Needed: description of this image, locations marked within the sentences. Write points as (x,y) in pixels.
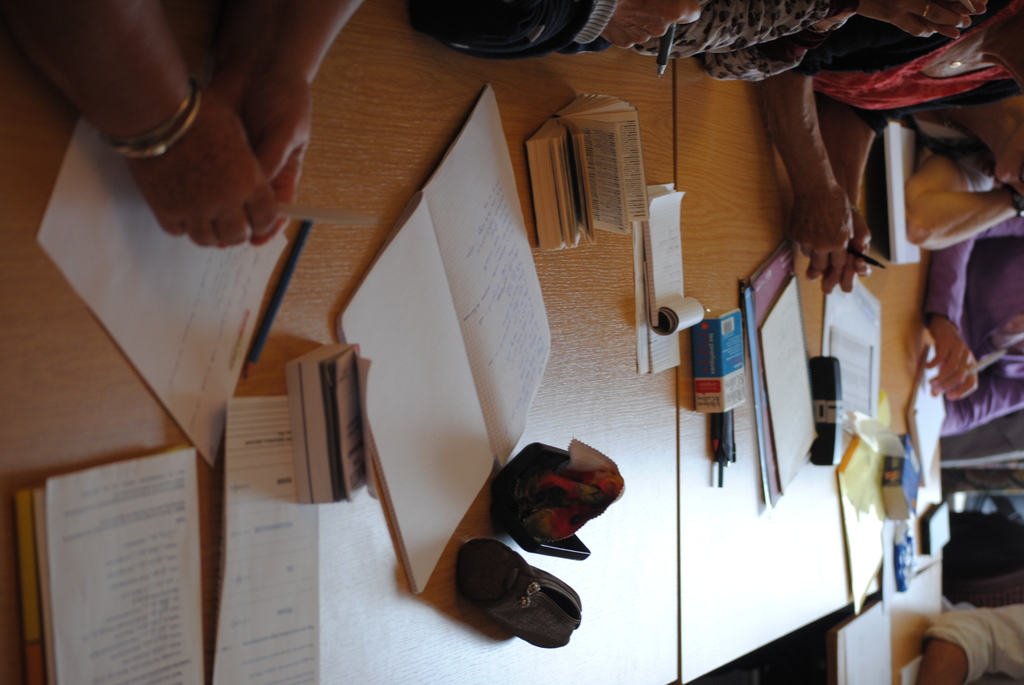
In this picture we can see a group of people (184,188) and in front of them on tables (210,569) we can see books (475,338), papers (525,268) and boxes (698,359).
